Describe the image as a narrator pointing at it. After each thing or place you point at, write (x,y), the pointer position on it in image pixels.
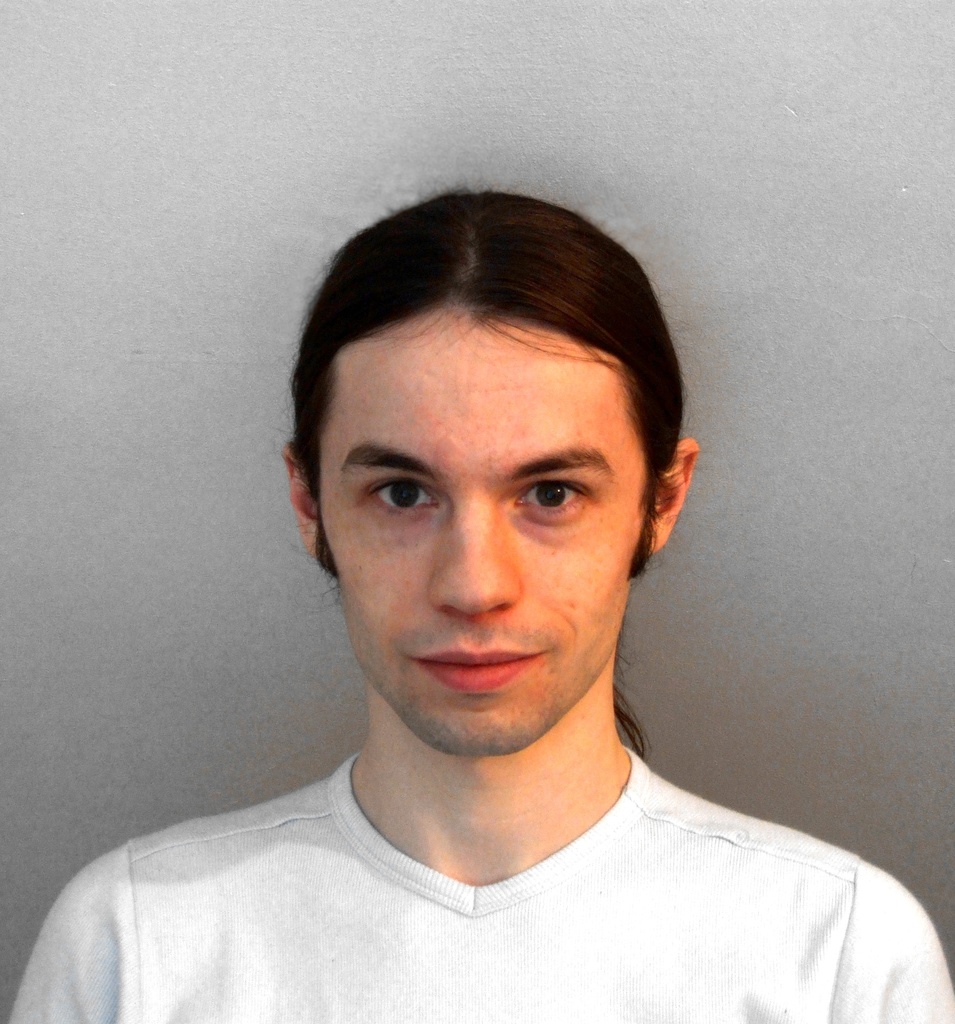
In this image there is a person (489,727).
